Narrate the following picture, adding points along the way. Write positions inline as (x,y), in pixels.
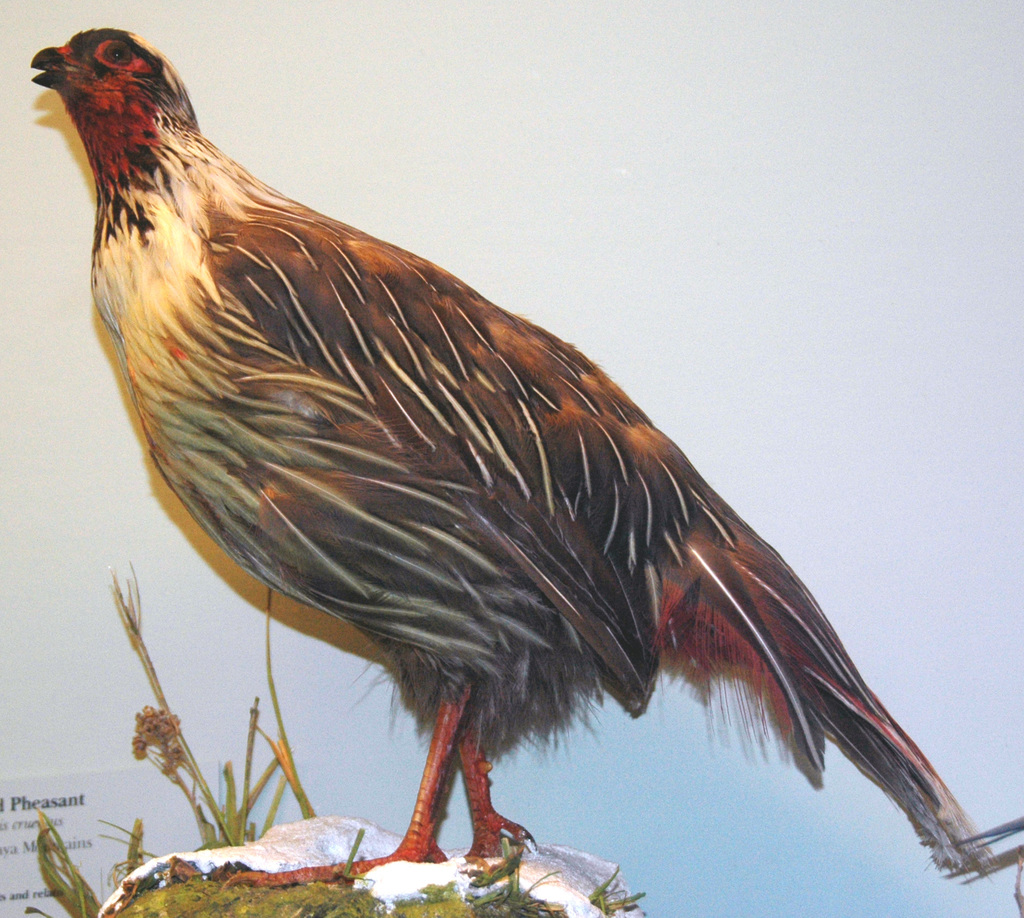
In the image we can see a bird (455,434), gray, red, light brown and white in color. These are the plants (230,827), grass (228,772) and text (19,813).
